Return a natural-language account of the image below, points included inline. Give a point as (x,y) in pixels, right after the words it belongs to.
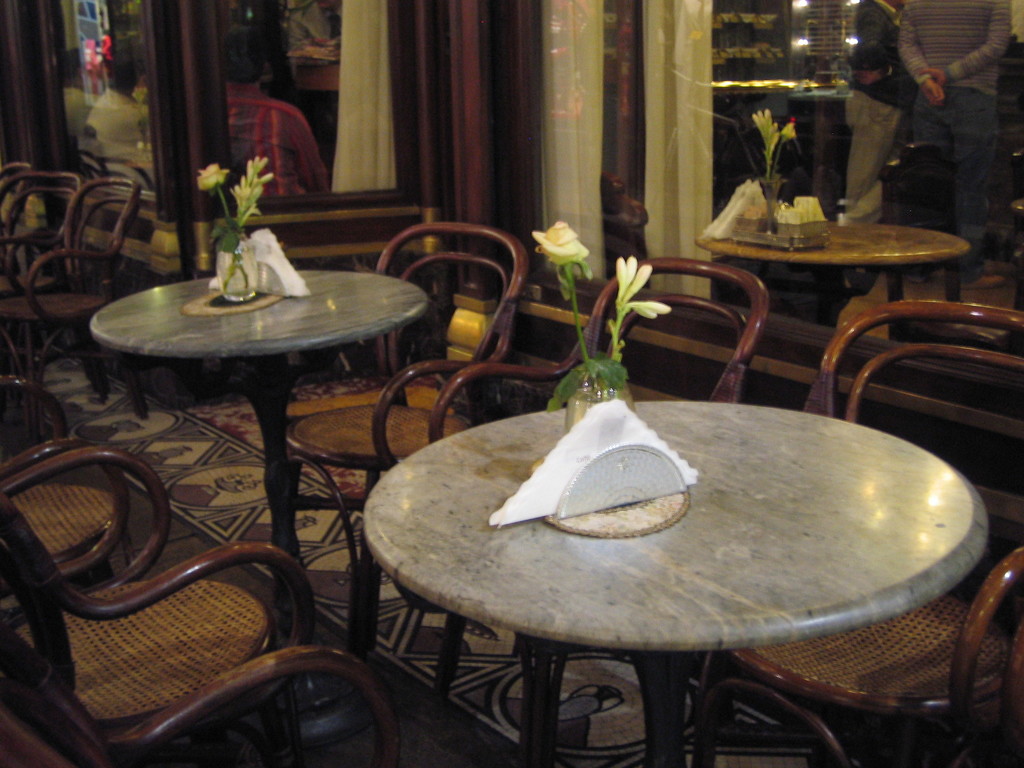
In this image there are tables (204,336) and chairs (236,613). On the tables (474,496) there are tissues (544,483) and flower vases (248,205). Behind it there are glass walls (102,58). On the other side of the walls (767,79) there are curtains (708,78) and a few people (232,151). There is a carpet (487,673) on the floor (328,566).
